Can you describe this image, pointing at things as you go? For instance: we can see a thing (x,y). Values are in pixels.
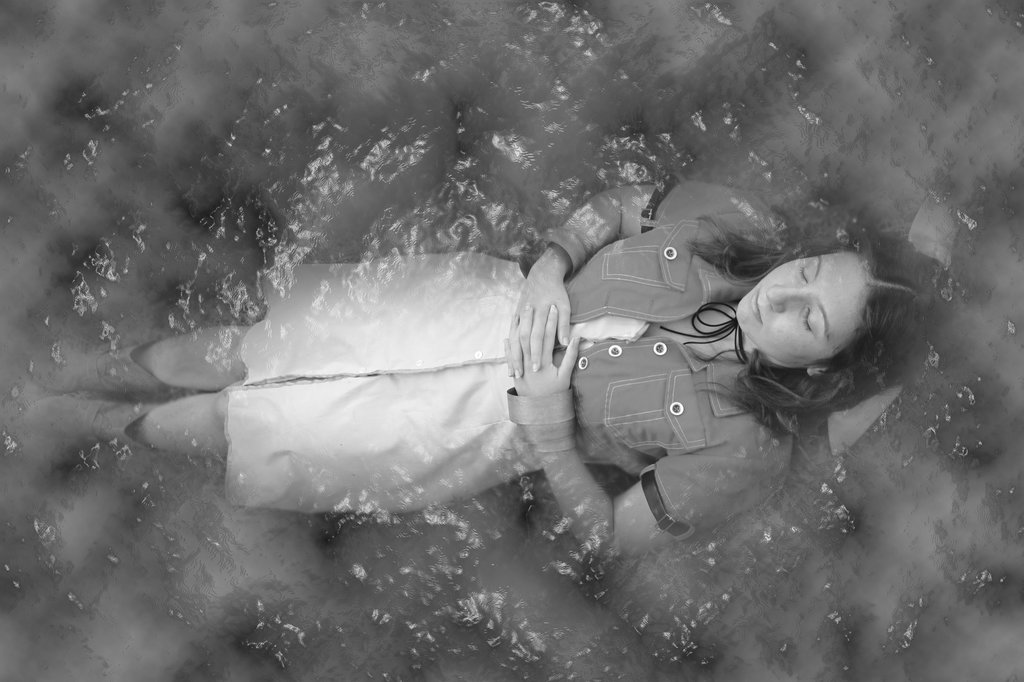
This is a black and white image. Here I can see a woman (549,365) is wearing shirt (624,345) and skirt (382,325) and laying in the water (599,476).
